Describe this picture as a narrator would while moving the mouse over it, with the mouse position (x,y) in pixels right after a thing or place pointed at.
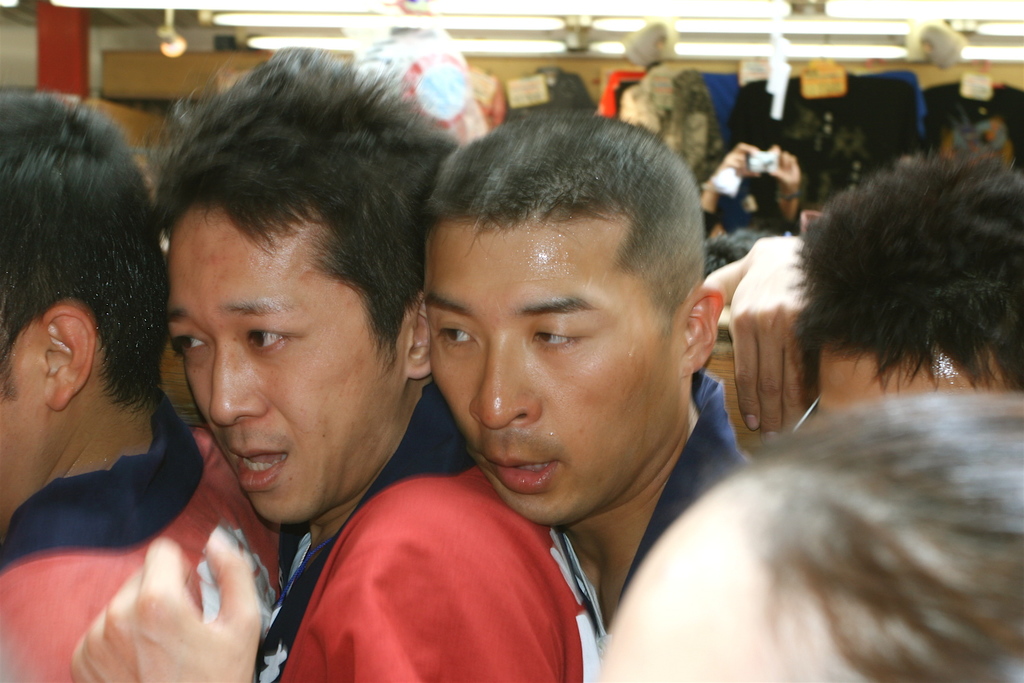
In this image there are people (255,414), lights (563,8) and objects (948,110). In the background of the image (554,99) it is blurry.
